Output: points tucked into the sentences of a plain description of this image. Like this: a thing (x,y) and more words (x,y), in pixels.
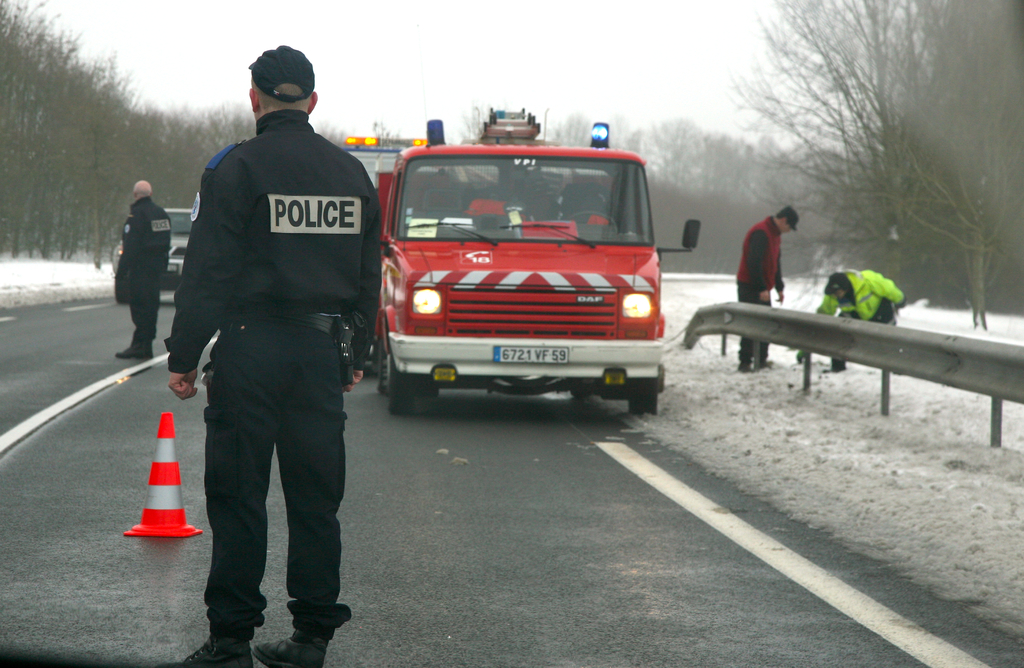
There is a fire truck (401,216) and around the vehicle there are four people (758,293) two of them are in the right side of the vehicle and remaining two are standing on the road (154,360) in the left side of the vehicle (423,373) and around the road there are plenty of dry trees (717,143) and snow (105,285).
